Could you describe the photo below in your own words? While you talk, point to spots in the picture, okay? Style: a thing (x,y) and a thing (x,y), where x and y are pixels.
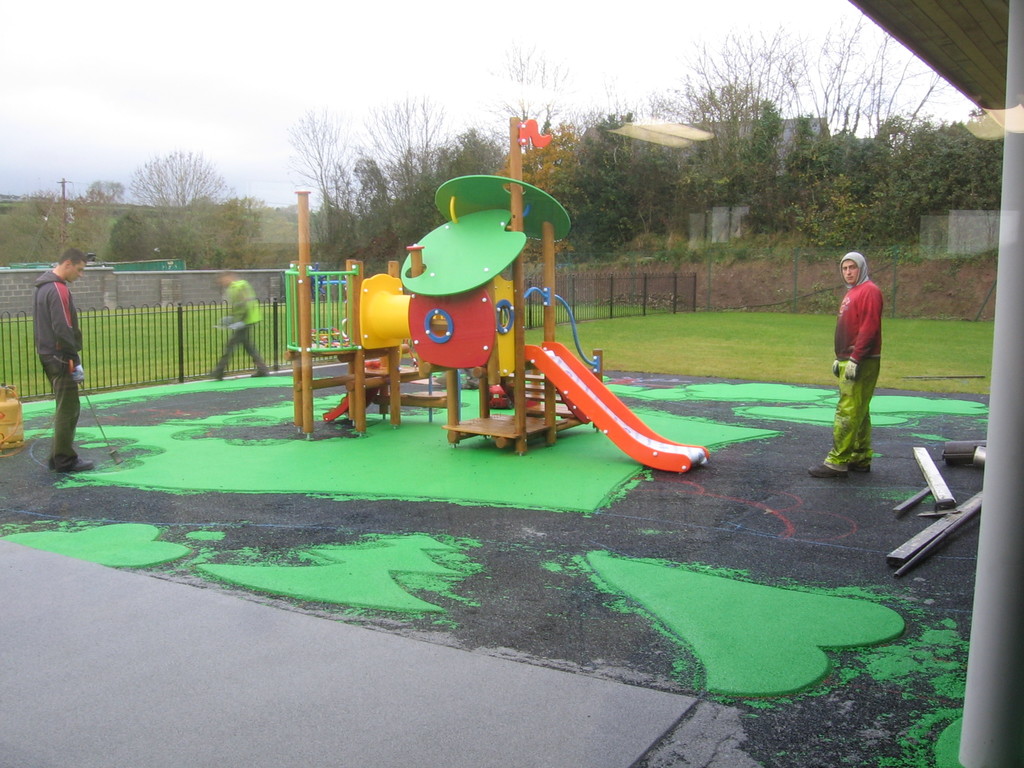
In this image I can see a slide (601,432) and 3 people (58,390) are standing. There is a fence (12,375) on the left (30,368). There is grass (891,333) and trees (126,221) and buildings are present at the back (189,209). There is sky (271,70) at the top (271,70).
